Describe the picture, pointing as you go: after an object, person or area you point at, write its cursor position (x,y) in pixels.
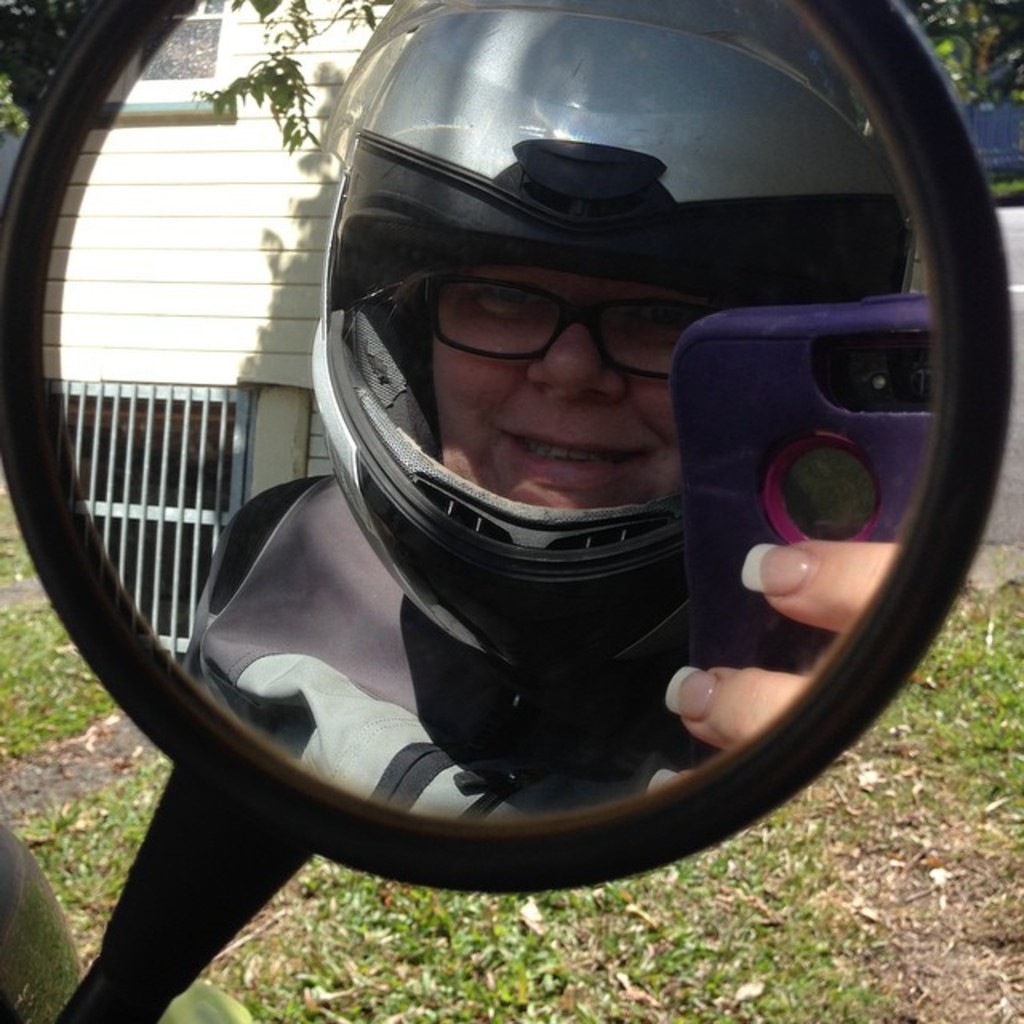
In this image, I can see a mirror (794,177) and on the mirror (735,202), I can see the reflection (259,288) of a building (231,454), a person (415,704) with a helmet (478,607) and the person (582,698) is holding a mobile (834,487). In the background (65,737), there is the grass (804,903).
